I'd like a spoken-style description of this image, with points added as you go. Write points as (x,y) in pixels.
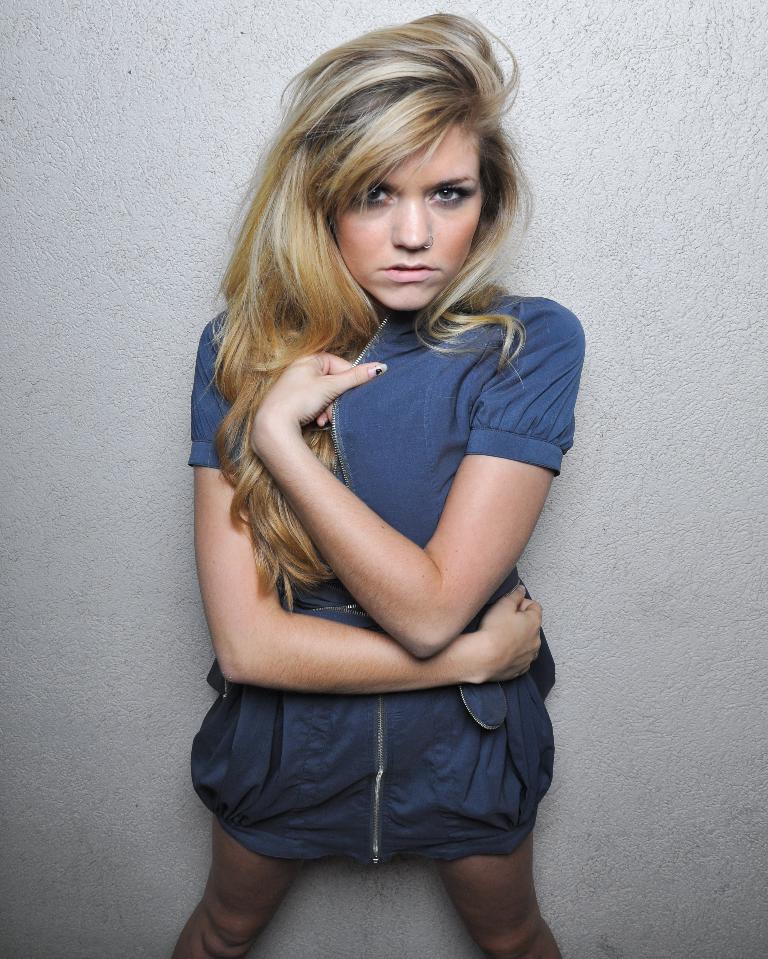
This image is taken indoors. In the background (147,407) there is a wall (153,362). In the middle of the image (338,545) a girl (309,812) is standing on the floor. She is with a long hair (325,143).
